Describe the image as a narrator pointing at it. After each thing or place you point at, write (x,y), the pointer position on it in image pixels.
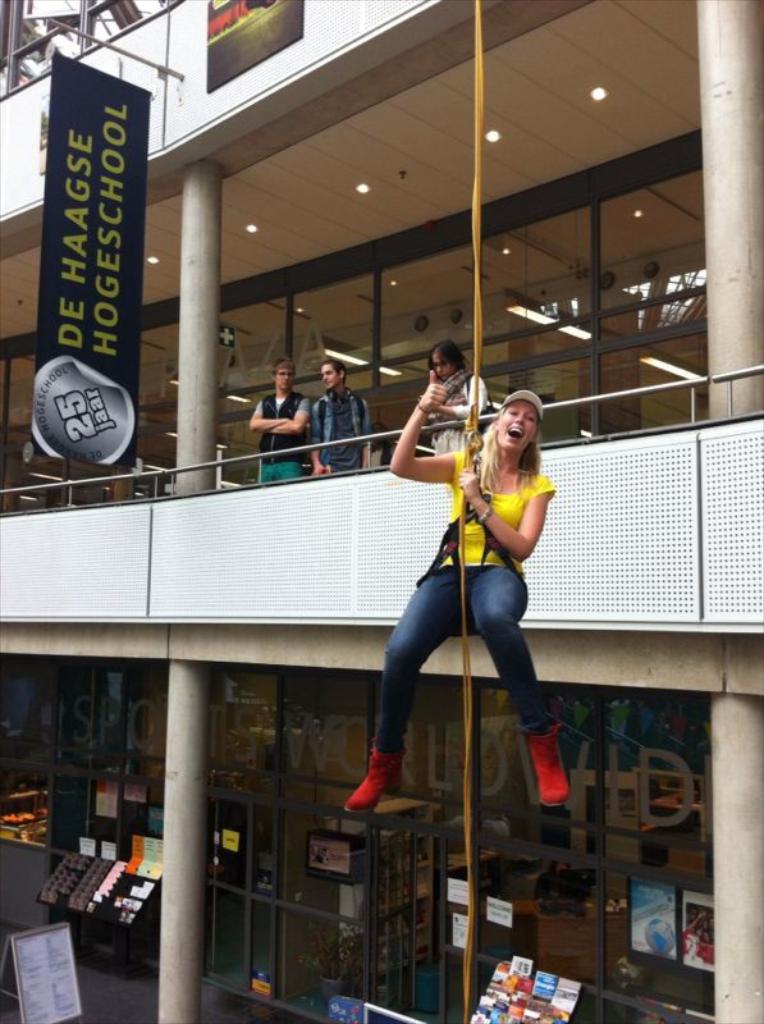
In this image we can see a woman (506,535) wearing yellow T-shirt (539,492), cap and red color boots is hanged to the rope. Here we can see the stores (247,847), books (559,1017) kept on the shelf (570,1002), board (50,989), banner (85,105), a few people (257,431) standing here, glass doors (523,282) and the ceiling lights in the background (597,827).
